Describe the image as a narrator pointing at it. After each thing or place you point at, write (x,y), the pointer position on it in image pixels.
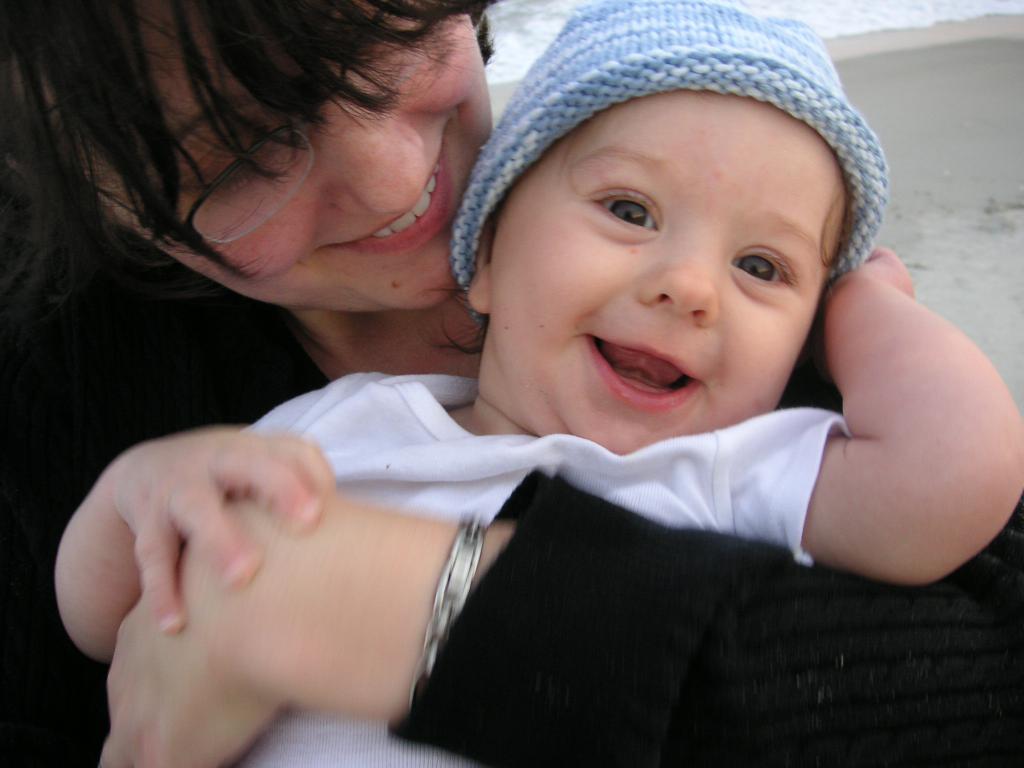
In this picture we can observe a woman (285,200) wearing spectacles (258,193) and smiling. She is holding a baby (525,407) in her hands (424,540). This baby (727,321) is wearing a blue color cap (547,126) on her head (835,206). The woman (224,388) is wearing black color dress (688,644). In the background (776,16) there is some water (505,50).
